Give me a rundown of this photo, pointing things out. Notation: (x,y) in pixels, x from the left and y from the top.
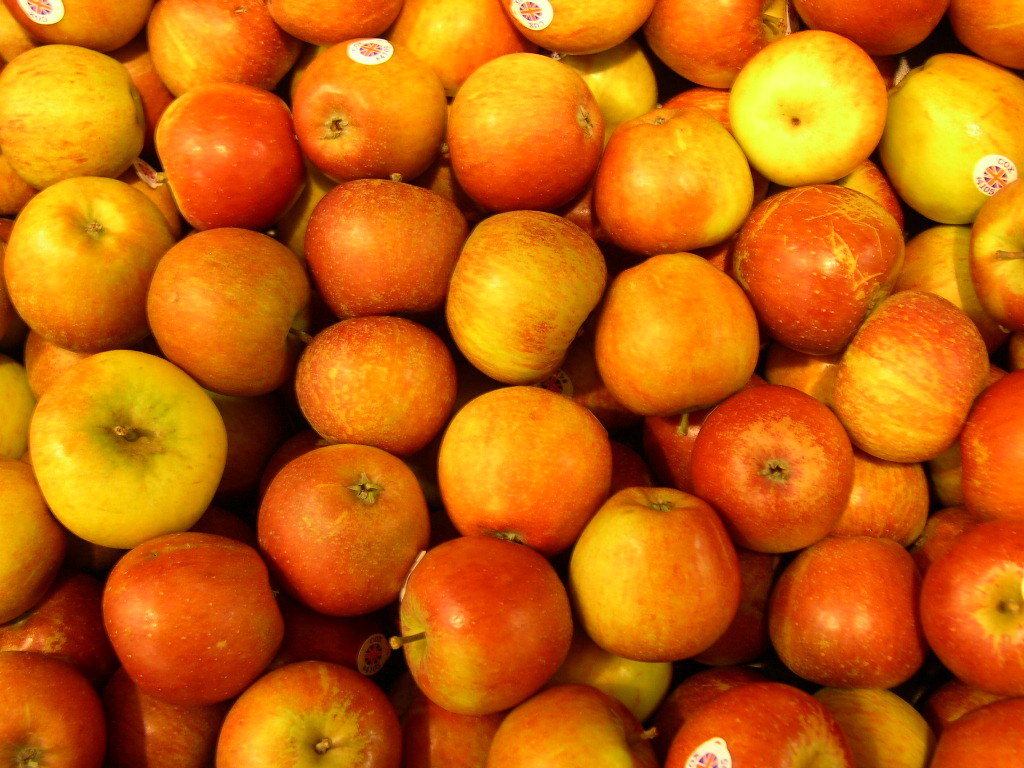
This image consists of many apples (639,577). And there are stickers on the apples (409,73).
